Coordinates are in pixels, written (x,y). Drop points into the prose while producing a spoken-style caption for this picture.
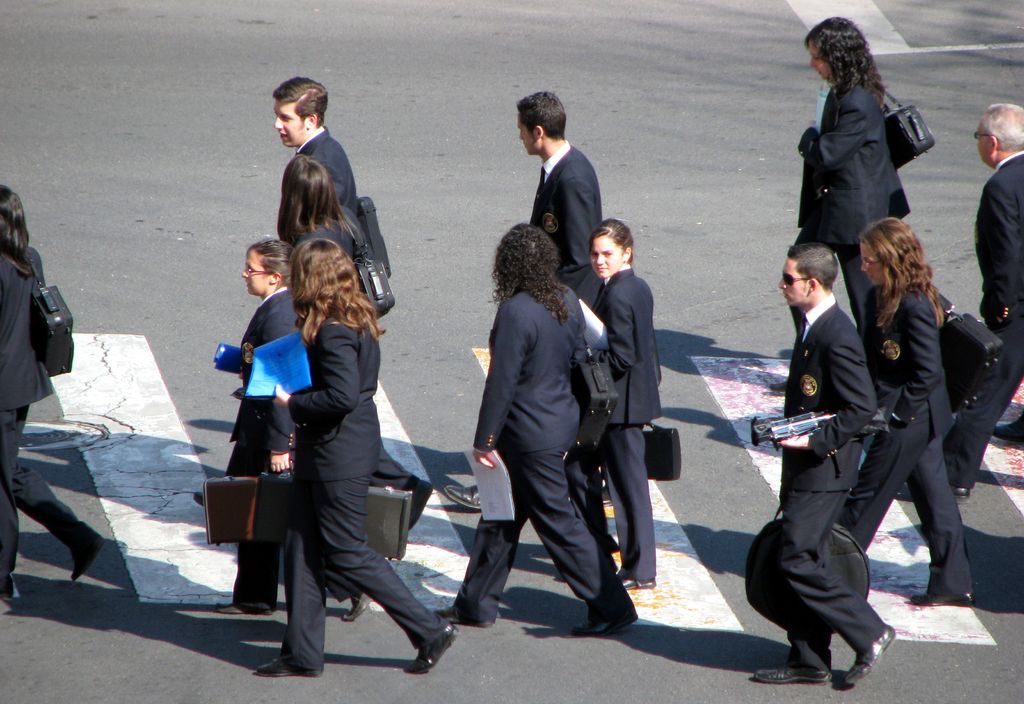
In this image, we can see a group of people (504,520) are walking on the road (557,620). Here we can see a pedestrian crossing (151,500). Few people (782,483) are holding some objects (245,536) and wearing bags (979,334).
